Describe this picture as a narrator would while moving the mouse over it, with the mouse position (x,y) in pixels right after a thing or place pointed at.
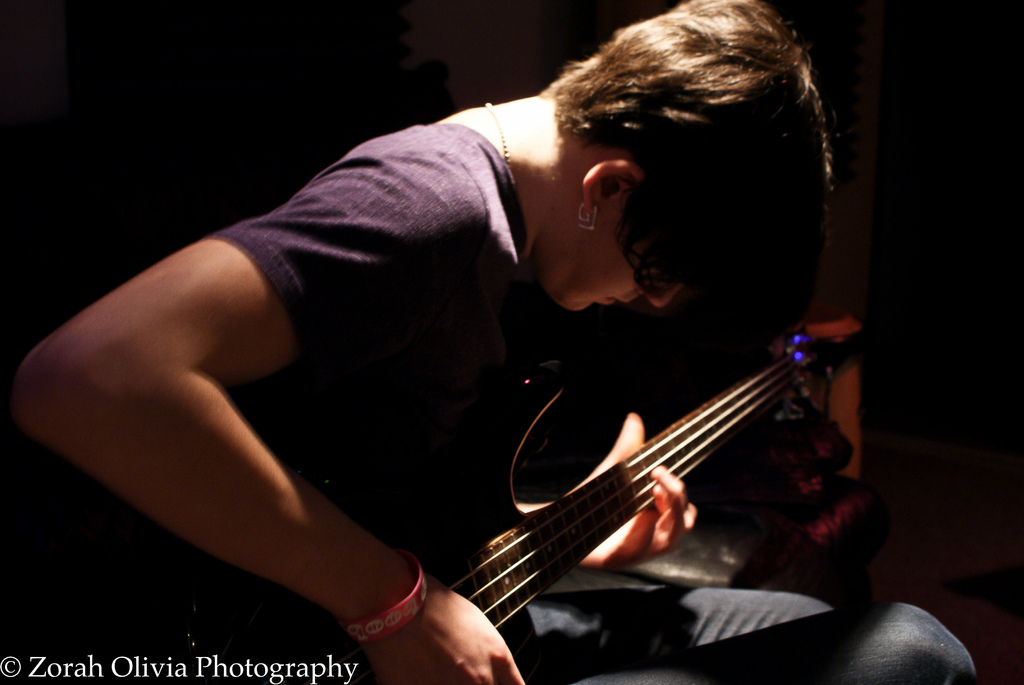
In the front of the image (382,253) I can see a person (339,576) is playing guitar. In the background of the image (861,422) it is dark and there are objects (803,474). At the bottom left side of the image (281,670) there is a watermark (281,670).
